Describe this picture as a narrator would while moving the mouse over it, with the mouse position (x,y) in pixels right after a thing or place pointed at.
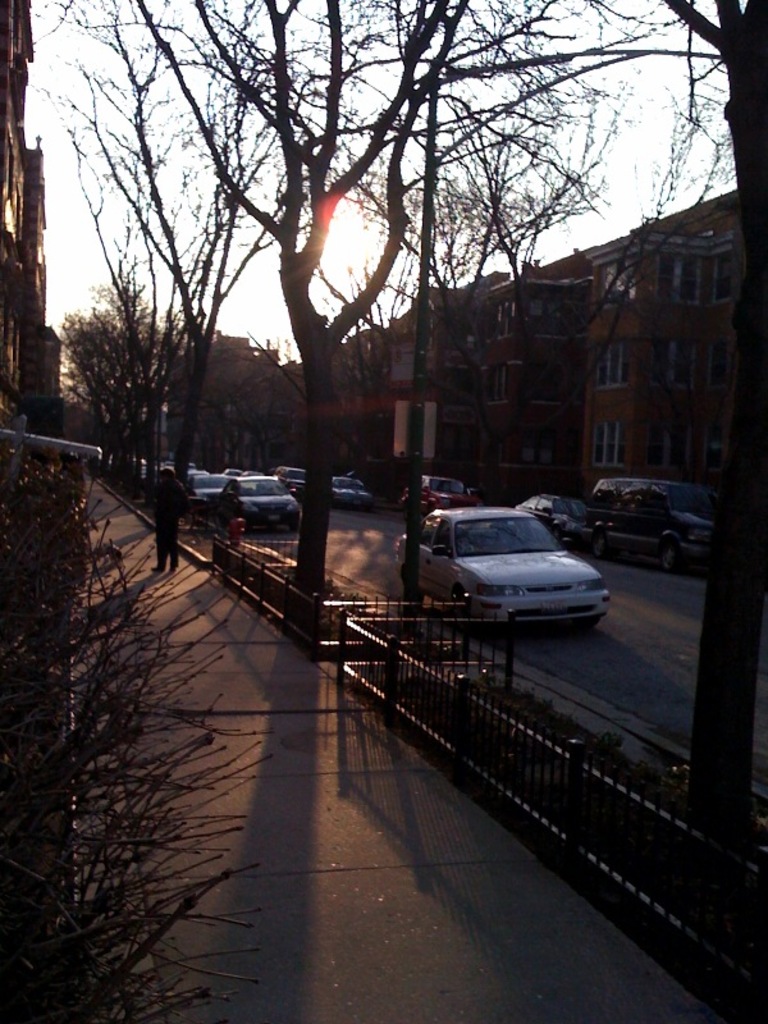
In the center of the image (315,368) there are trees (274,456). There is a road (683,575) on which there are cars (435,524). To the right side of the image (575,465) there are buildings (557,292).
